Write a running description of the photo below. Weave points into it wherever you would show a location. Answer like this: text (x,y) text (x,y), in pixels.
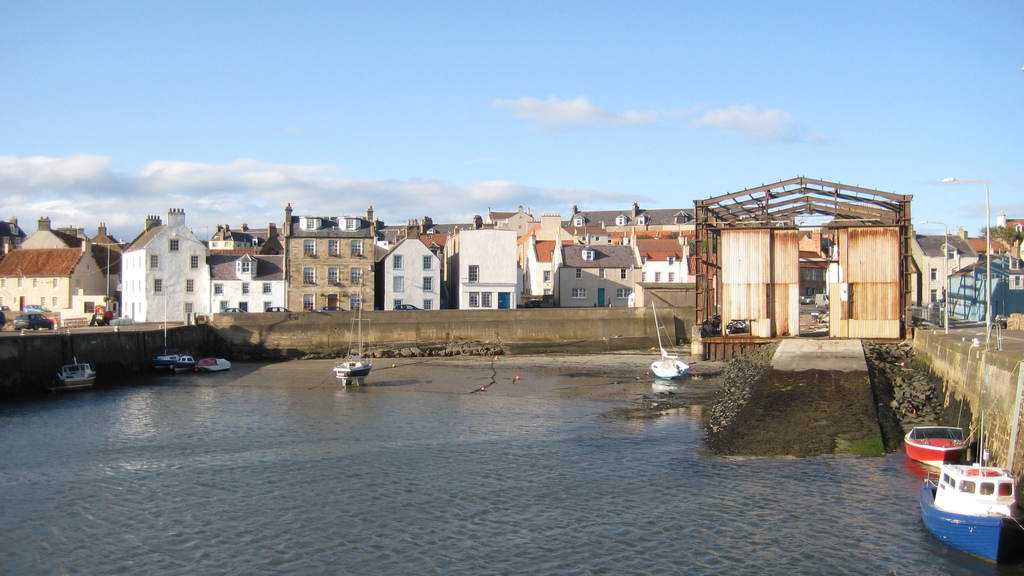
In this image there are few boats (956,452) on the river (455,481). In the background (512,253) there are buildings (347,289), in front of the buildings (484,289) there are vehicles (24,328) on the road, poles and the sky (427,134).
